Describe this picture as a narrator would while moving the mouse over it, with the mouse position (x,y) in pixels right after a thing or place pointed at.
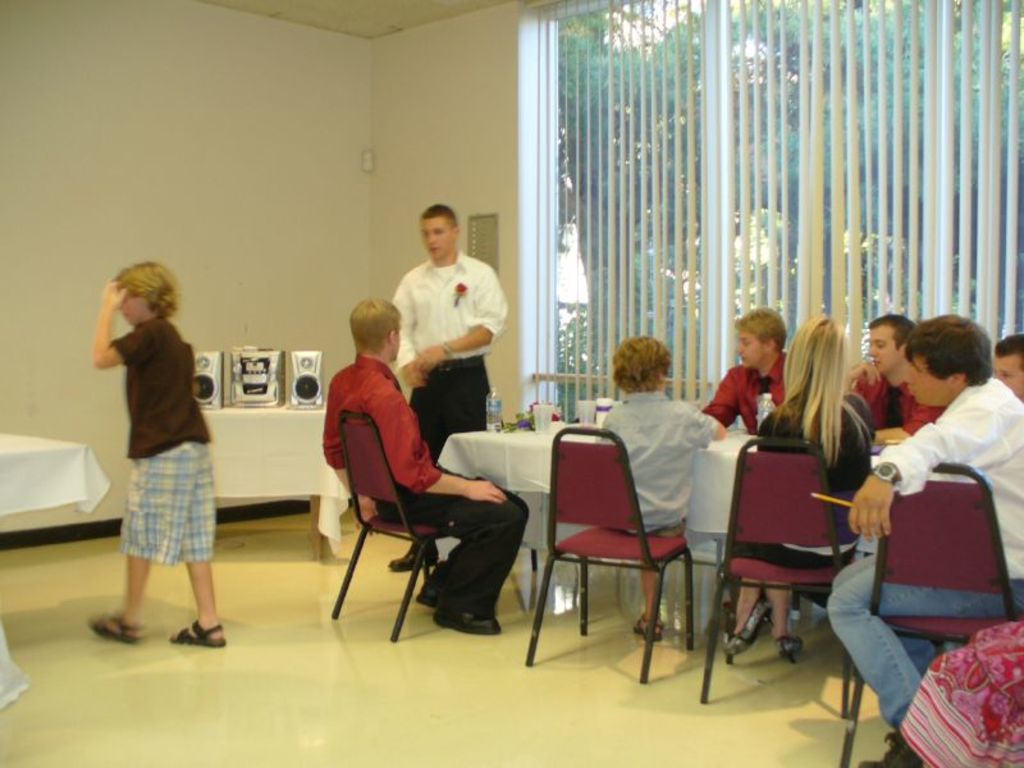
In this image I can see the group of people (441,485). Among them some people (439,498) are sitting in-front of the table (688,502) and few people (131,438) are standing. On the table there is a glass (546,409) and bottle (489,415). To the left (244,404) there is a sound box (273,394). In the back (637,154) there is a window (798,103).
